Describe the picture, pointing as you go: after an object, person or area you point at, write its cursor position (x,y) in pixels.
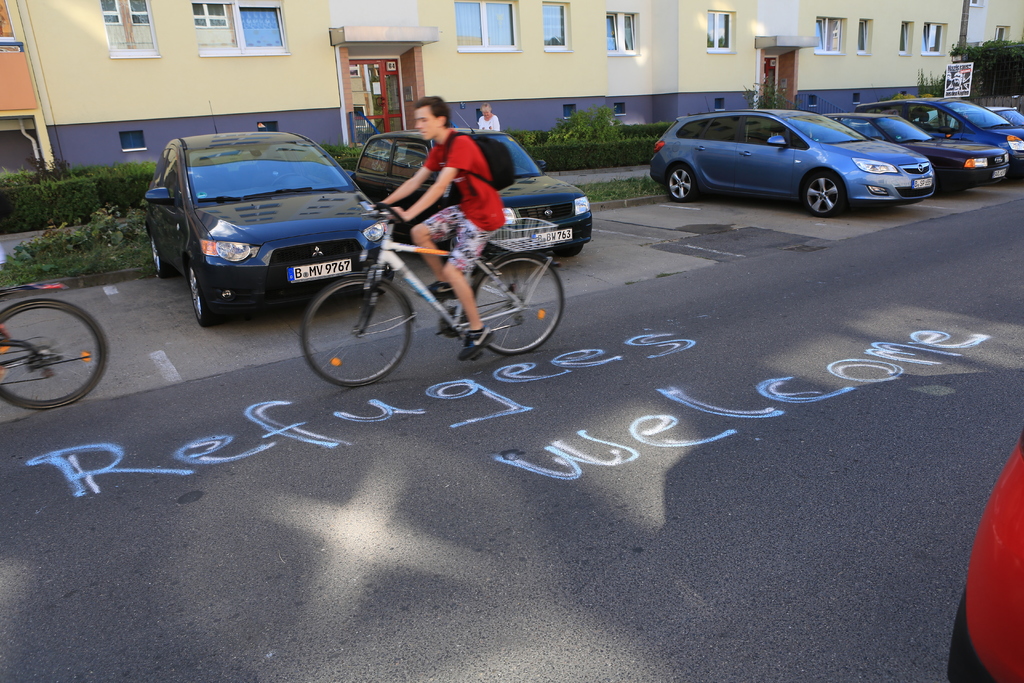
This picture shows a man (462,147) riding a bicycle (420,250) and he wore a backpack (484,147) on his back (466,174) and we see few cars (954,123) parked on the side and we see a man (497,125) standing and we see a tree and a couple of plants (631,134) and a building (437,10) and we see other bicycle (97,341) moving in the front (83,340).
